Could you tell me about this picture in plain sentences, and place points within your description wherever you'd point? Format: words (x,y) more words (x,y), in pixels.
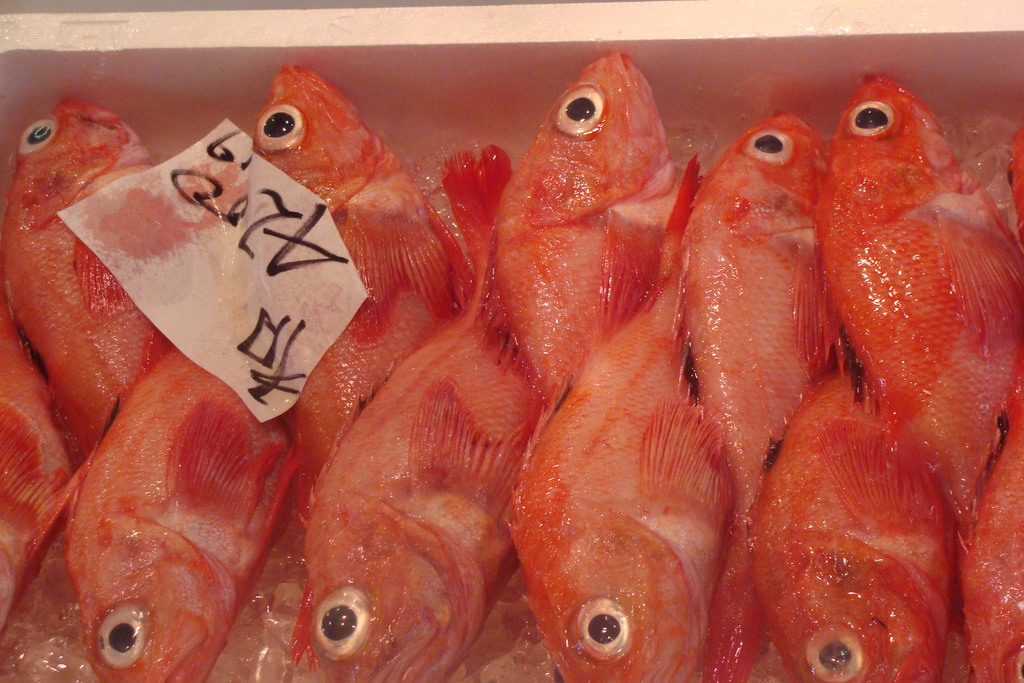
In this image I can see many fish (479,417) and they are in orange color and I can see something written on the white color paper (195,295).
